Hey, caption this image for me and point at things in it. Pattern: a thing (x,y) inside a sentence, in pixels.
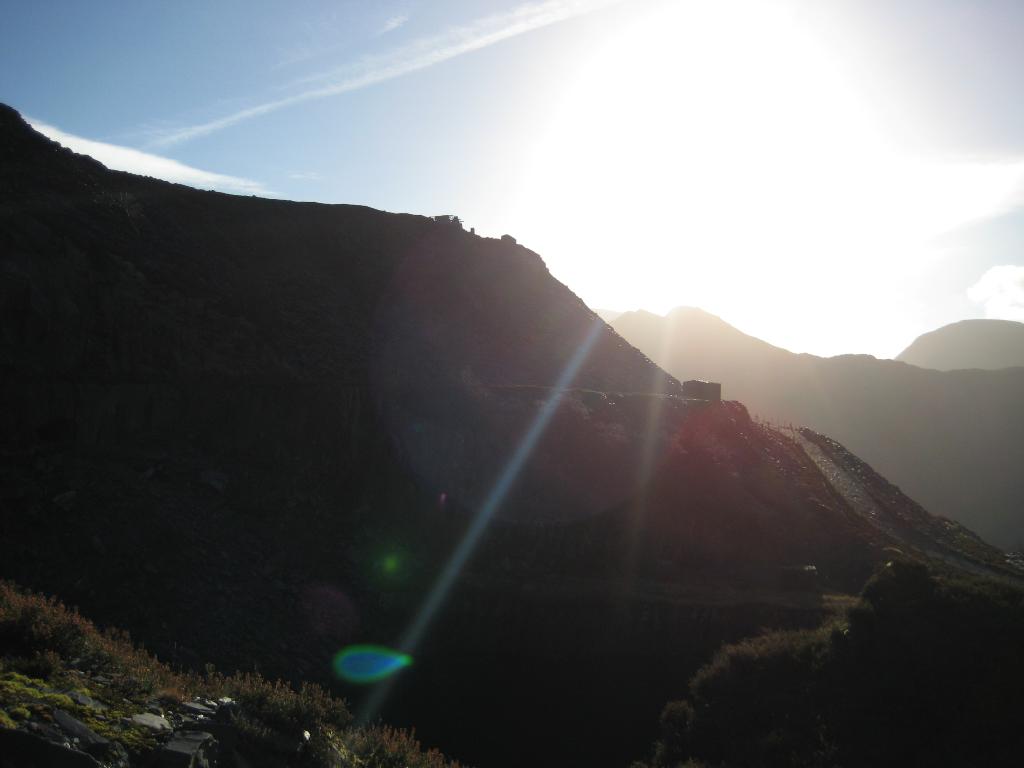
In this image I can see few mountains (363,630) and few trees (296,712) on the mountains (245,661). In the background (311,136) I can see the sky (395,108) and the sun (693,191).
